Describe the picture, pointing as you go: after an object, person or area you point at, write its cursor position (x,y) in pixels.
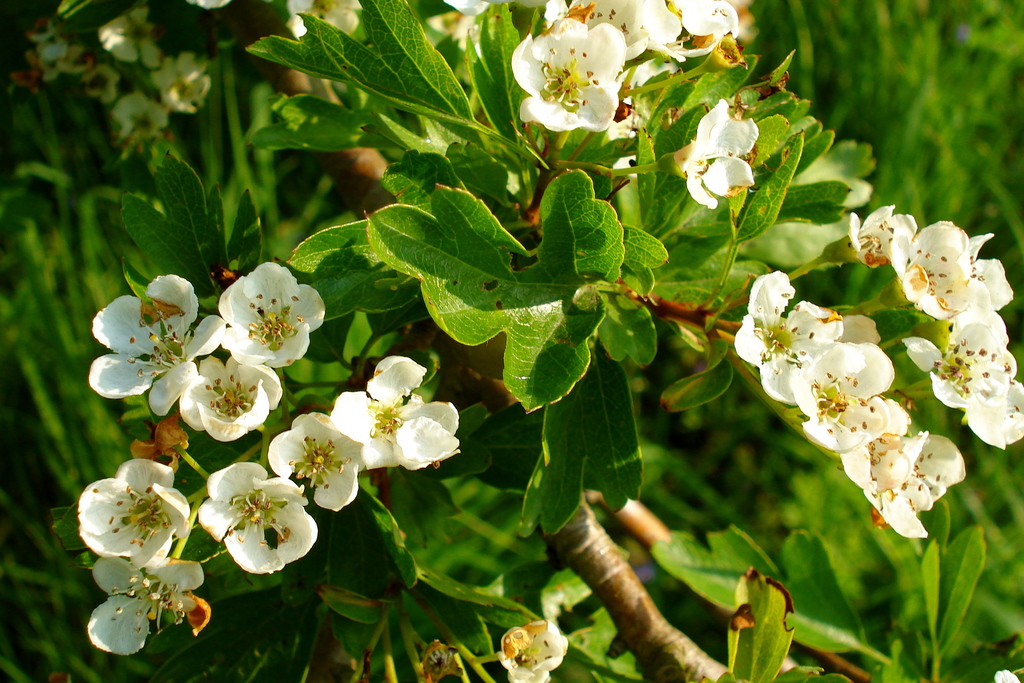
In this image there is a plant (400,279) to which there are white flowers (263,292).
